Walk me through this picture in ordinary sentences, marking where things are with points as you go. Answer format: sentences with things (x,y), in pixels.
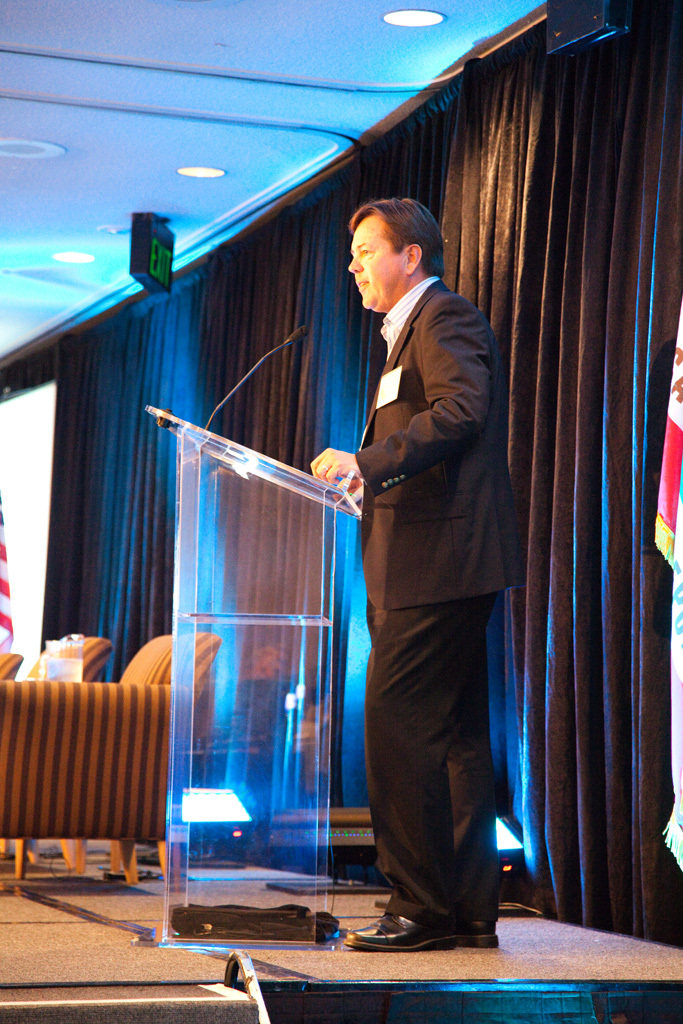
In the center of the picture (410,601) there is a person (416,441) standing in front of a podium (266,669) and speaking into the mic (292,337). On the left (3,804) there are chairs (4,654), couch (55,799), flag (3,550) and projector screen (45,456). In the background (532,194) there are black curtains (309,194), board (157,275) and lights (201,170). On the right (668,529) there is a flag (670,841).
